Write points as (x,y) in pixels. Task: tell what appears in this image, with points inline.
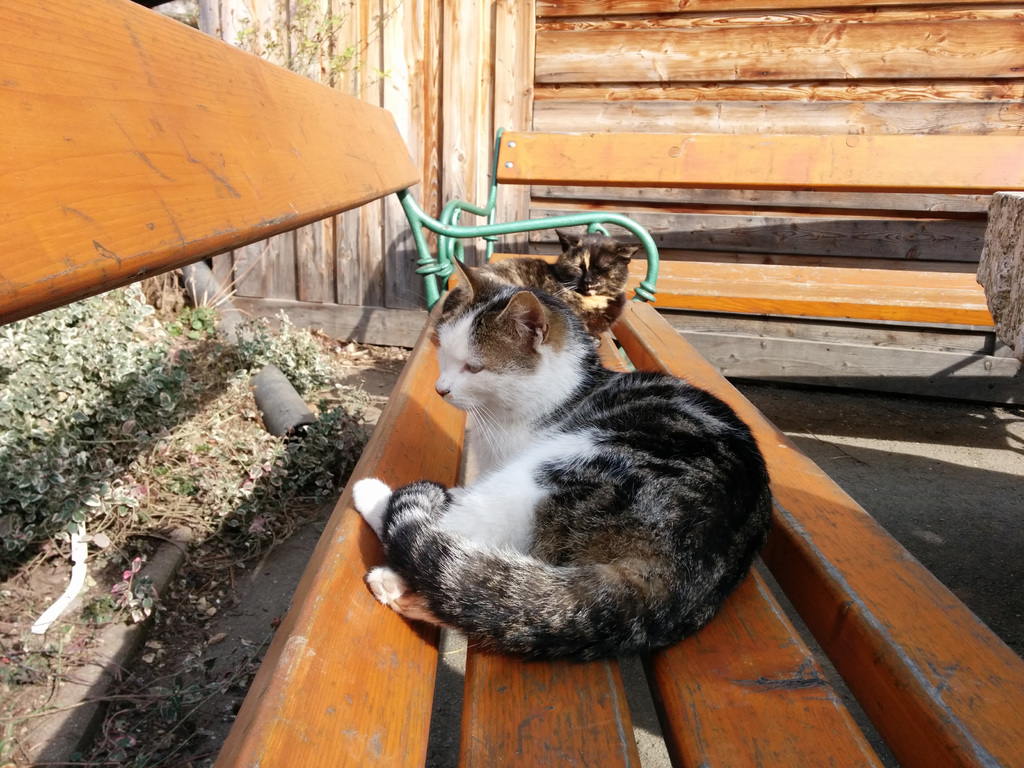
In this picture we can see a cat (600,523) is laying on the bench (352,706).
